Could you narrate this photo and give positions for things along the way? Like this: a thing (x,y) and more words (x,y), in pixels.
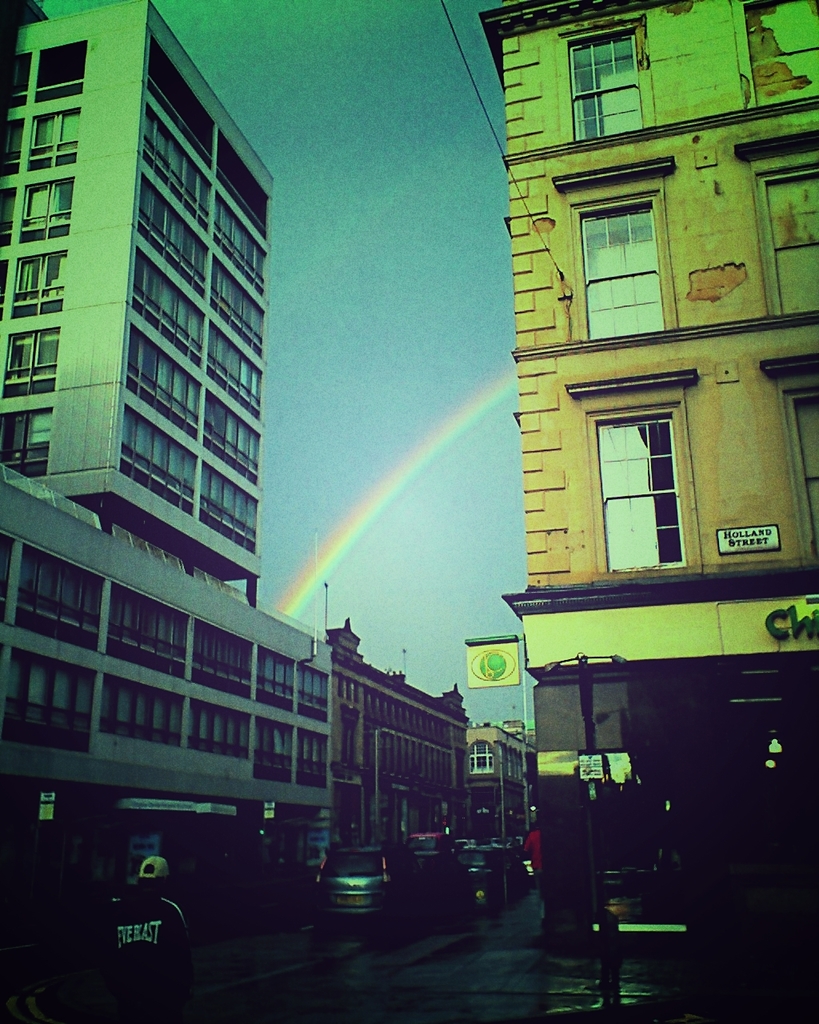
This image is clicked on the road (262,957). There are vehicles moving on the road (333,956). To the bottom left (142,929) there is a person (144,941) standing. On the either sides of the road (339,947) there are buildings (70,637). There are boards (758,629) with text (786,612) on the buildings (658,665). At the top (366,157) there is the sky (357,155). There is a rainbow (330,552) in the sky (378,548). At the bottom (579,972) there is a walkway (637,986).
